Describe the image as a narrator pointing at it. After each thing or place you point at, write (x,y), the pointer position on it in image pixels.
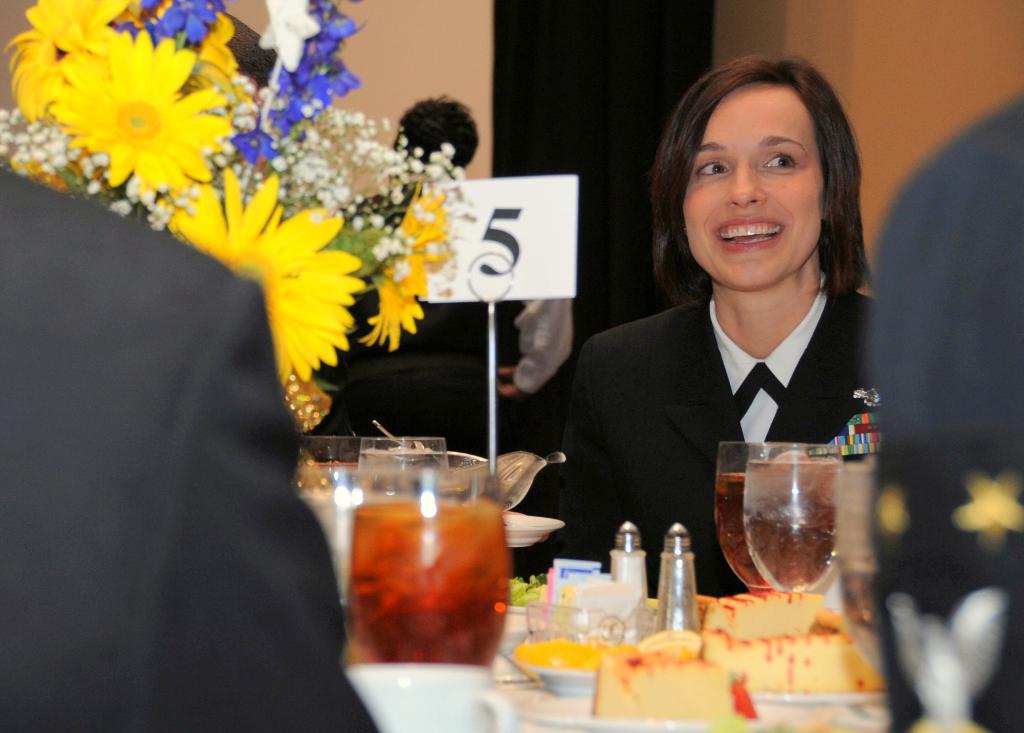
In the image we can see there are people (497,405) sitting on the chair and there are food items (605,684) kept on the plate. There is a salt bottle (623,571) and pepper bottle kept on the table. There are juices (456,536) kept in the wine glass (759,569) and there are flowers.
